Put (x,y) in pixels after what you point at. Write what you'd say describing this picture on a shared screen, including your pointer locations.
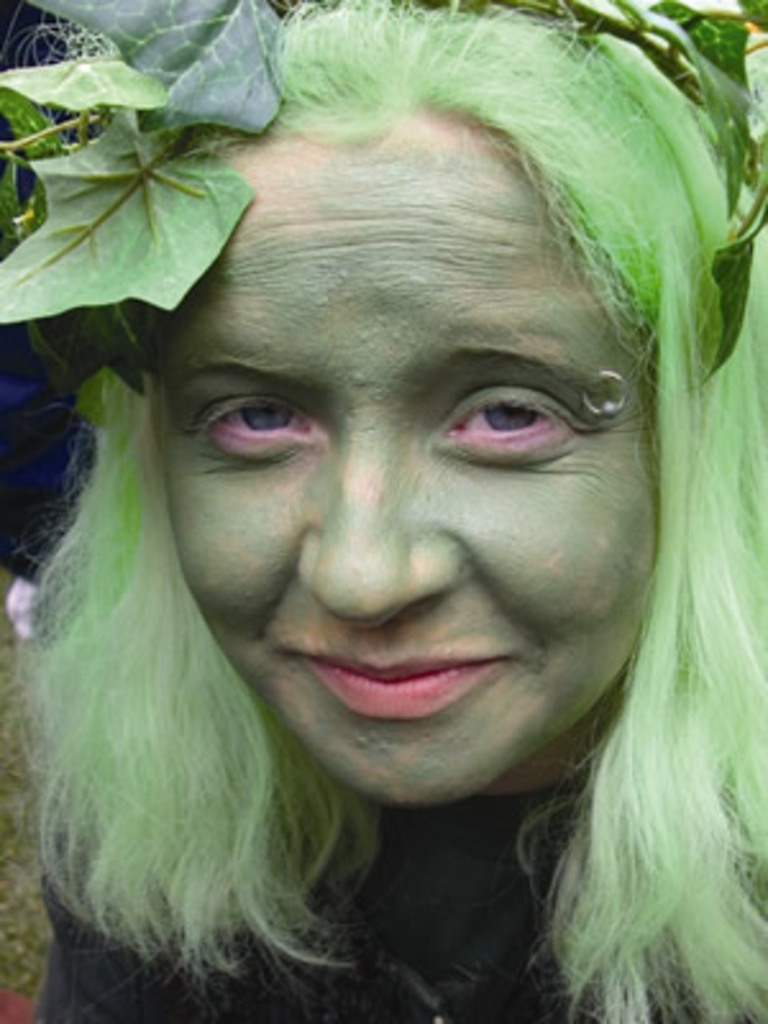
The woman (388,538) in the middle of the picture (342,551) wearing a black T-shirt (430,940) is posing for the photo. She is smiling. The face (447,618) and hairs (62,834) of her are in green color. Behind her, we see a tree (152,58) or a plant (163,249).
